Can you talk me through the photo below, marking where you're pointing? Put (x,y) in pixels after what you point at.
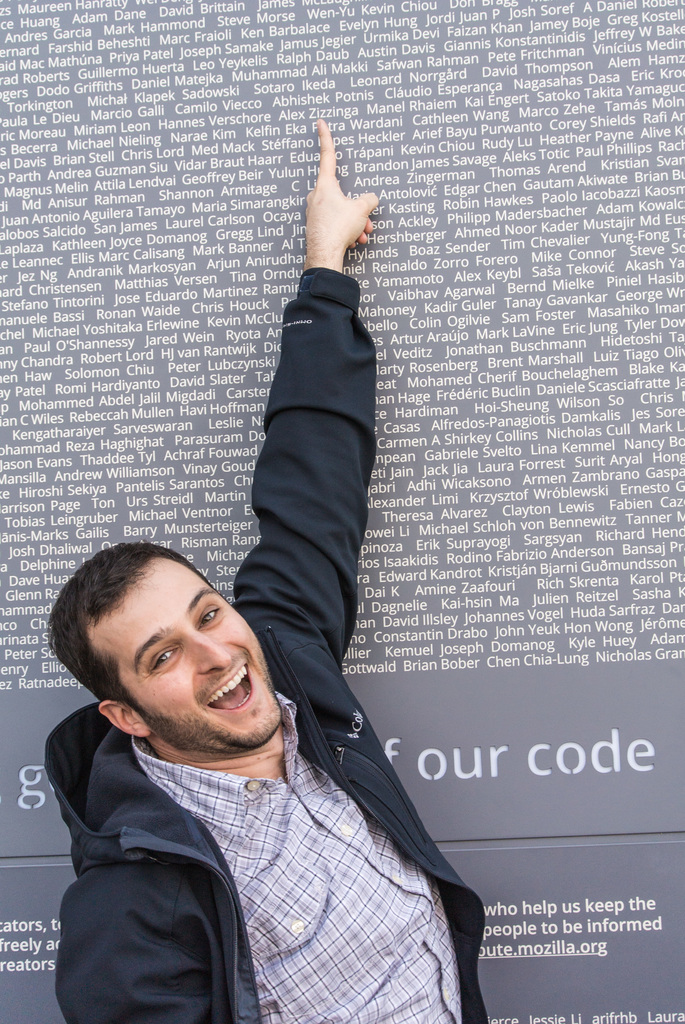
Here I can see a man (280,861) wearing a shirt (304,896) and jacket (128,966), smiling and pointing upwards. At the back of him there is a board (521,607) on which I can see the text (468,483).
